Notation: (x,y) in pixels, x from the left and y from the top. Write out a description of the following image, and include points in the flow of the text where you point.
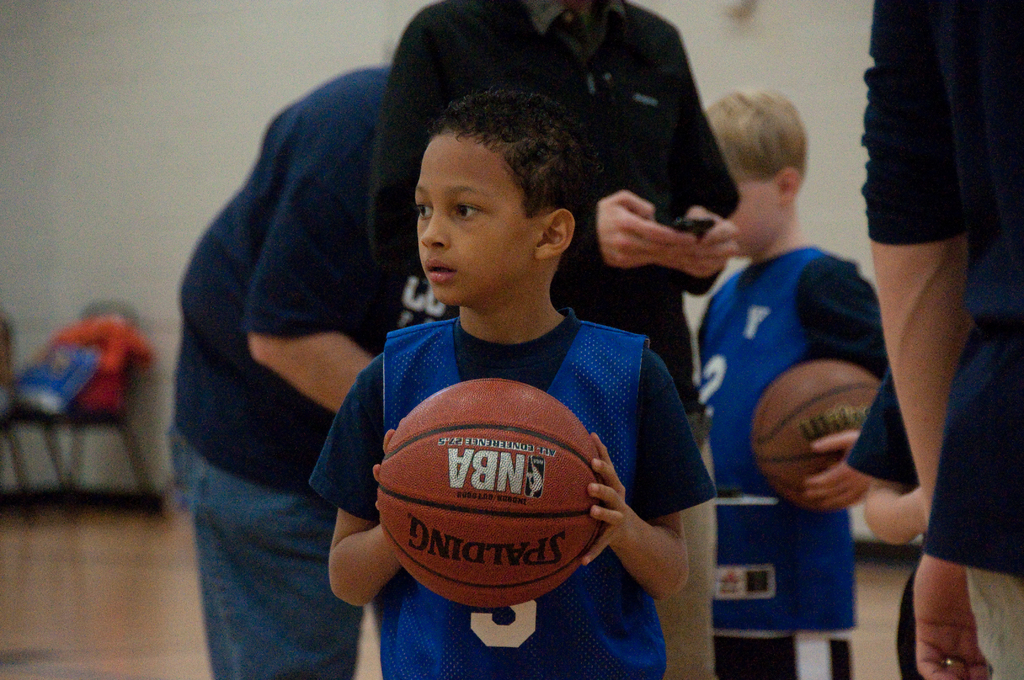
This is a wall (131,97). We can see chair (66,419) on the floor (57,668). We can see boys (759,239) holding balls (588,500) in their hands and persons (637,133) standing on the floor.
